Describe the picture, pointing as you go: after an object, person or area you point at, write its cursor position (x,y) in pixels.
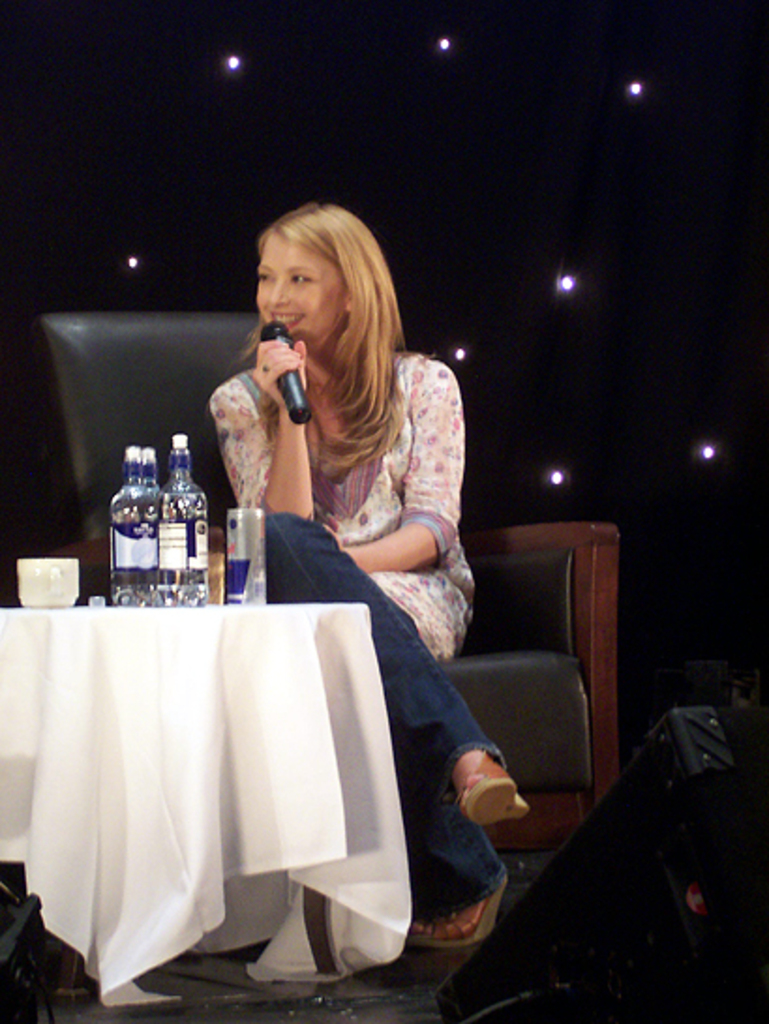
In this picture we can see woman (323,475) sitting on a chair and she is holding mike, in front (169,553) we can see the table (198,692) on which we can see some bottles (140,540), cup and tin (249,573).
